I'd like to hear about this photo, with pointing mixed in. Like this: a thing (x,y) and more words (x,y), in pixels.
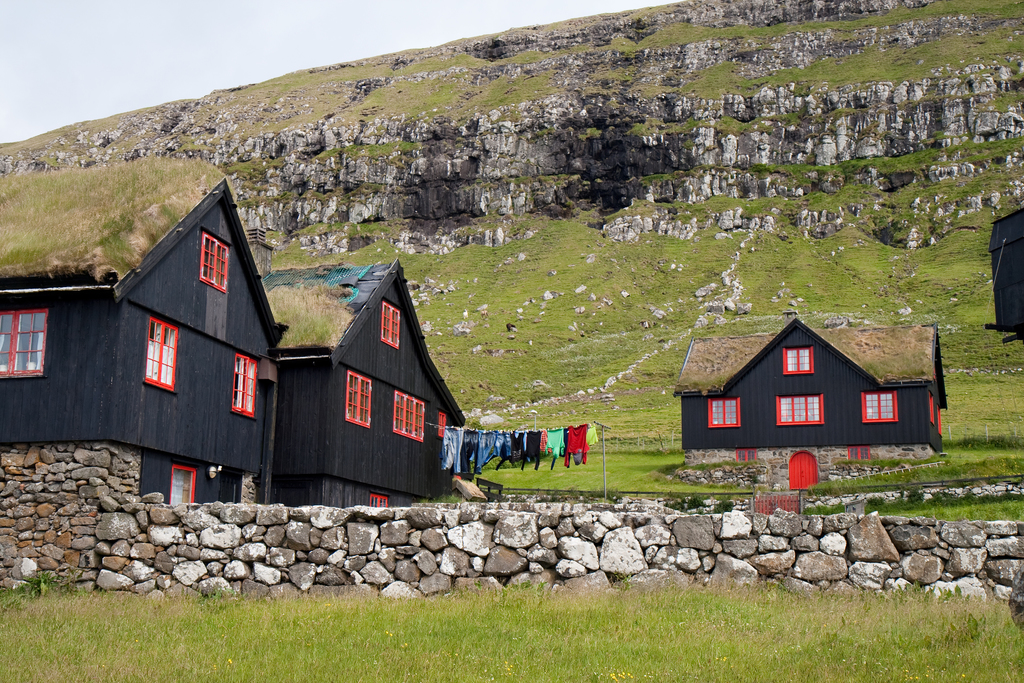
In this image we can see a group of houses (348,442) with windows (357,399), roof (279,337) and doors (236,476). We can also see some grass (118,231) on the roof (120,233) and some clothes (561,447) hanged to a rope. On the bottom of the image (487,621) we can see some stones (586,587) and grass (613,648). On the backside (742,262) we can see the hill (703,174) and the sky (279,47) which looks cloudy.
